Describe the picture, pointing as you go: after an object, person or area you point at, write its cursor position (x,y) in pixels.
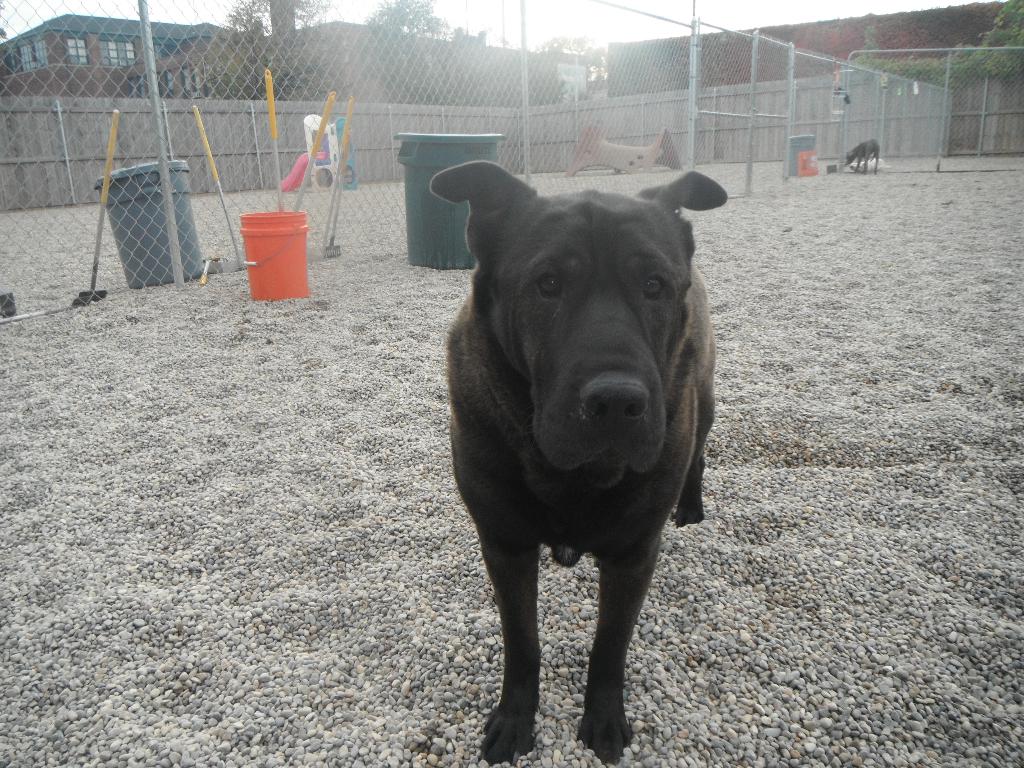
In the image we can see a dog (601,364), black in color. This is a gravel (823,559), container (276,261), fence (482,56), plant (991,63), building (112,64) and windows (105,57) of the building (108,59), and a sky (822,9). We can even see there is another animal (860,154).
